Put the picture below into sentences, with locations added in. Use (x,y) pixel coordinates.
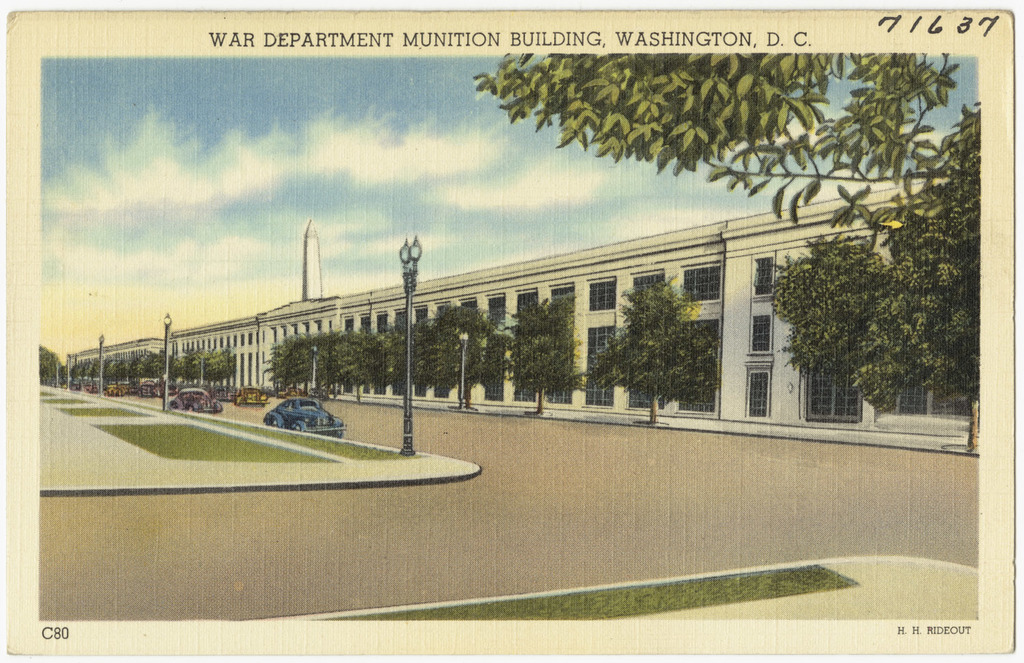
In this image we can see a poster (656,235). On this poster (660,296) we can see picture (399,565) of a building (296,316), trees (903,364), vehicles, poles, road (409,500), ground (369,450), and sky (207,134) with clouds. At the top of the image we can see text (634,37) written on it.
